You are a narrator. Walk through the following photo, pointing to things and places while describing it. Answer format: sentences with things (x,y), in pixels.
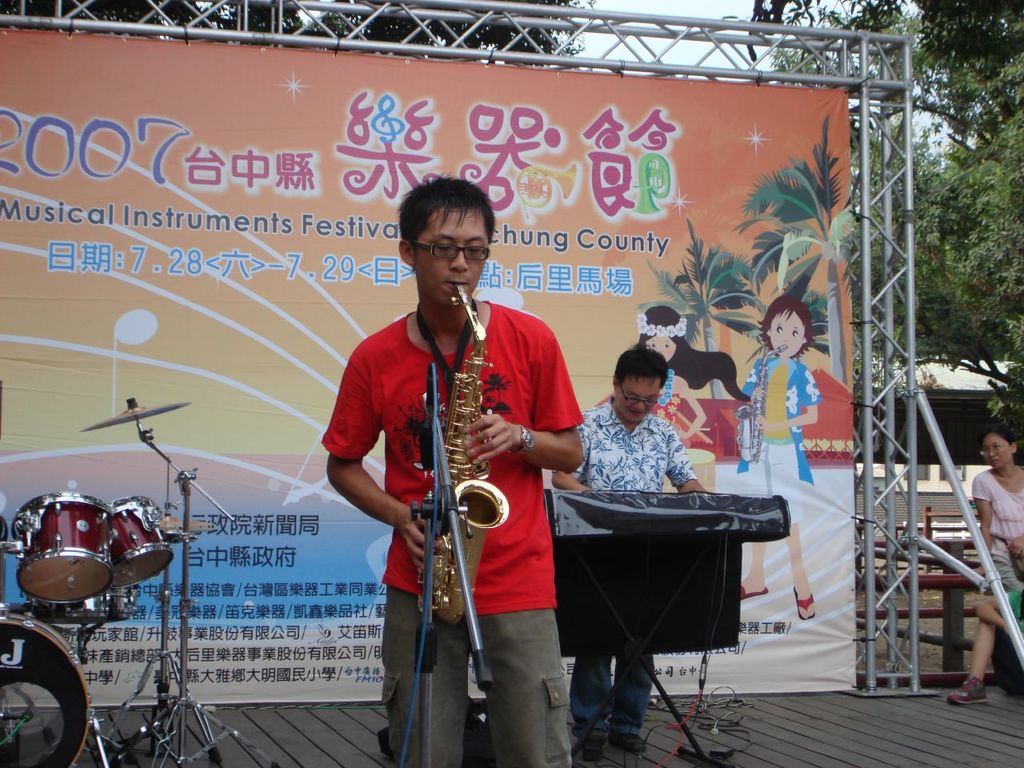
In this image a man (383,496) wearing red t-shirt (451,354) is playing musical instrument (450,428). In the background (626,442) a man (623,462) is playing keyboard (608,492). On the stage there are few other musical instruments (125,552) and mics (435,486) are there. In the background (348,196) there is a banner (228,470). Here few people (980,499) are there. These are trees (504,43).
